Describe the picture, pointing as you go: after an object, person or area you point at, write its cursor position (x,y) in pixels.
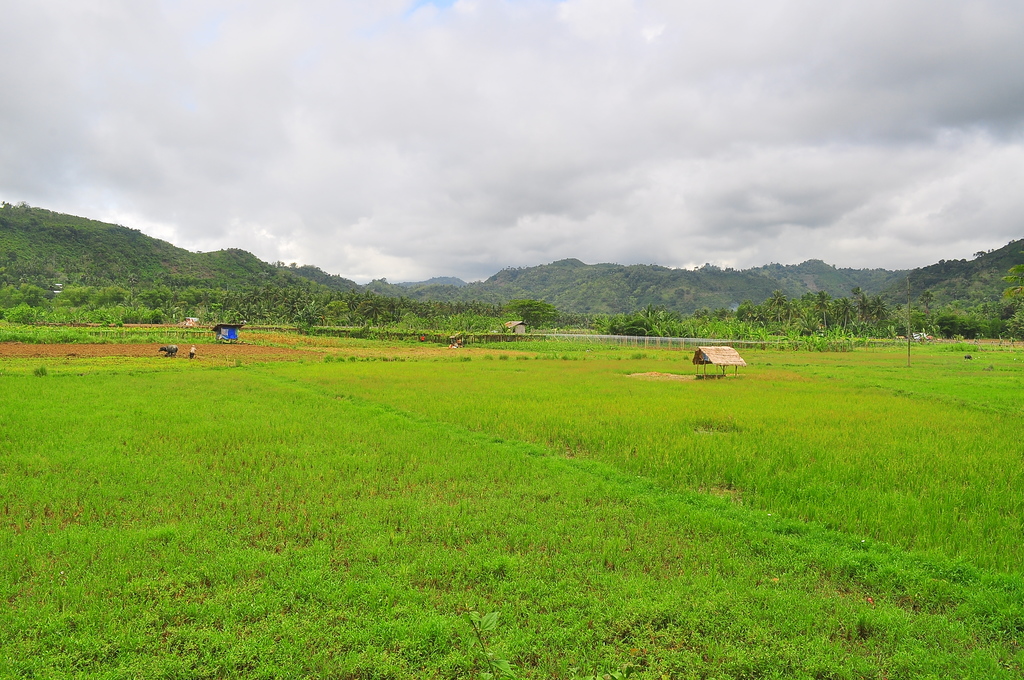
In this image we can see grass (109,385). In the background of the image (523,284) there are mountains (669,294) with trees (801,280). There is a shed (732,351). At the top of the image (392,86) there is sky (398,28) and clouds (326,143).
